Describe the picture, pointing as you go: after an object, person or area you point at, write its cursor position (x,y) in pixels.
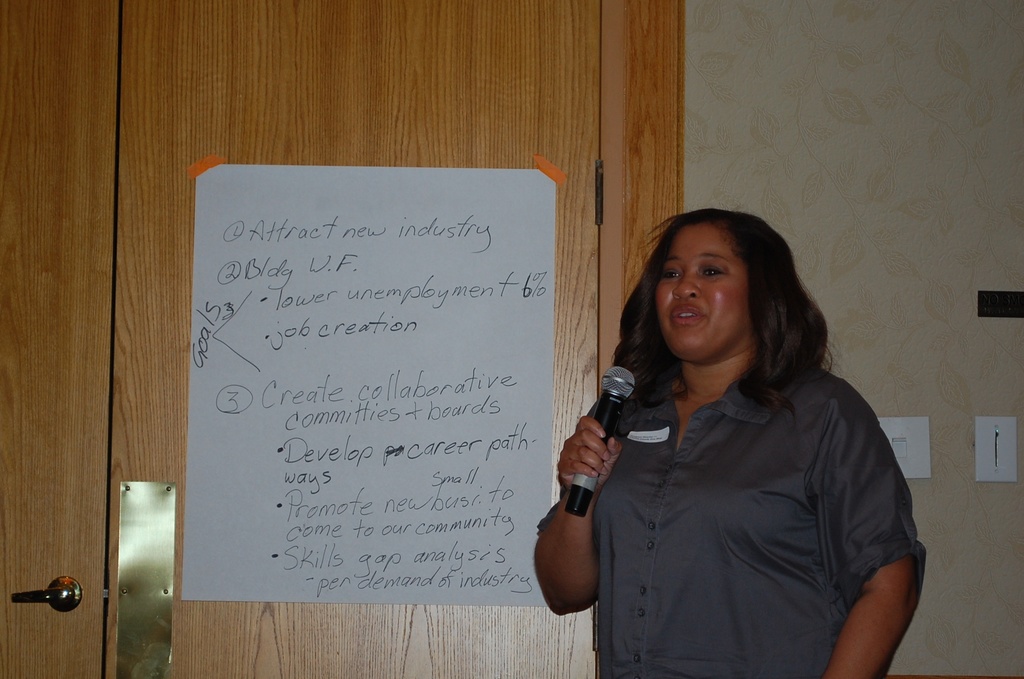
Poster (312,480) is on the door (453,69). Something written on this poster (418,402). In-front of this wall (732,144) a woman (732,353) is standing and holding a mic (628,391).
